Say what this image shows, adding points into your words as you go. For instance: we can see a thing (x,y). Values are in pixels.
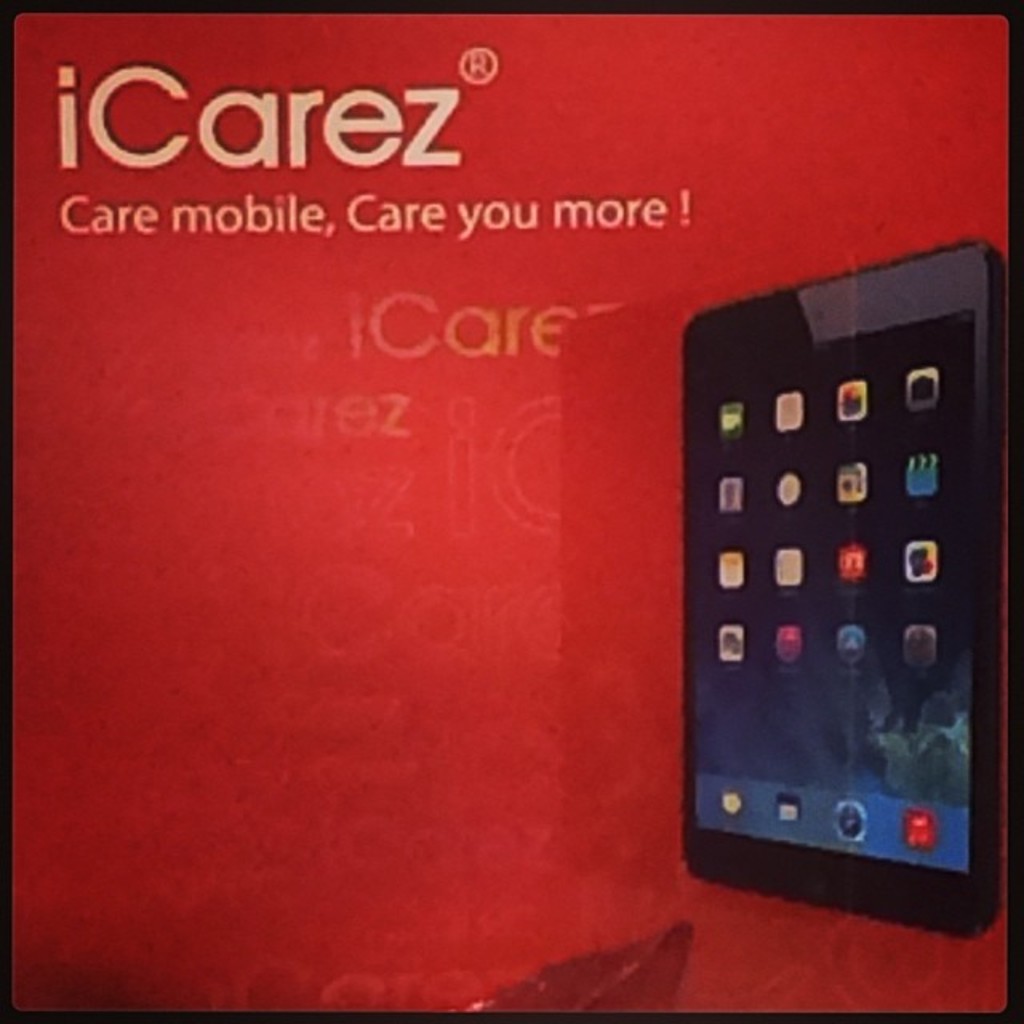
In the picture I can see a picture of a mobile (837,553). I can also see something written on the image.
